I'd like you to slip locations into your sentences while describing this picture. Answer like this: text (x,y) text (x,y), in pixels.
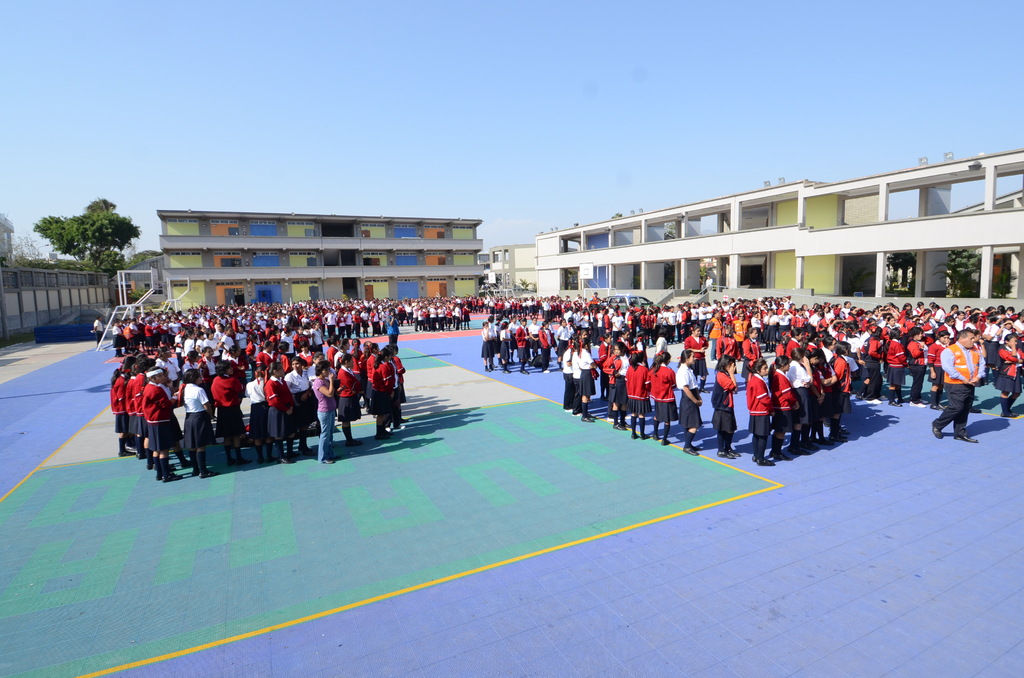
In this picture there are group of people (901,363) standing. On the right side of the image (967,333) there is a person (966,348) with orange jacket (975,352) is walking. At the back (649,267) there are buildings (405,284) and trees (51,265). On the left side of the image (44,293) there is a wall (74,279). At the top (500,100) there is sky (605,136).
